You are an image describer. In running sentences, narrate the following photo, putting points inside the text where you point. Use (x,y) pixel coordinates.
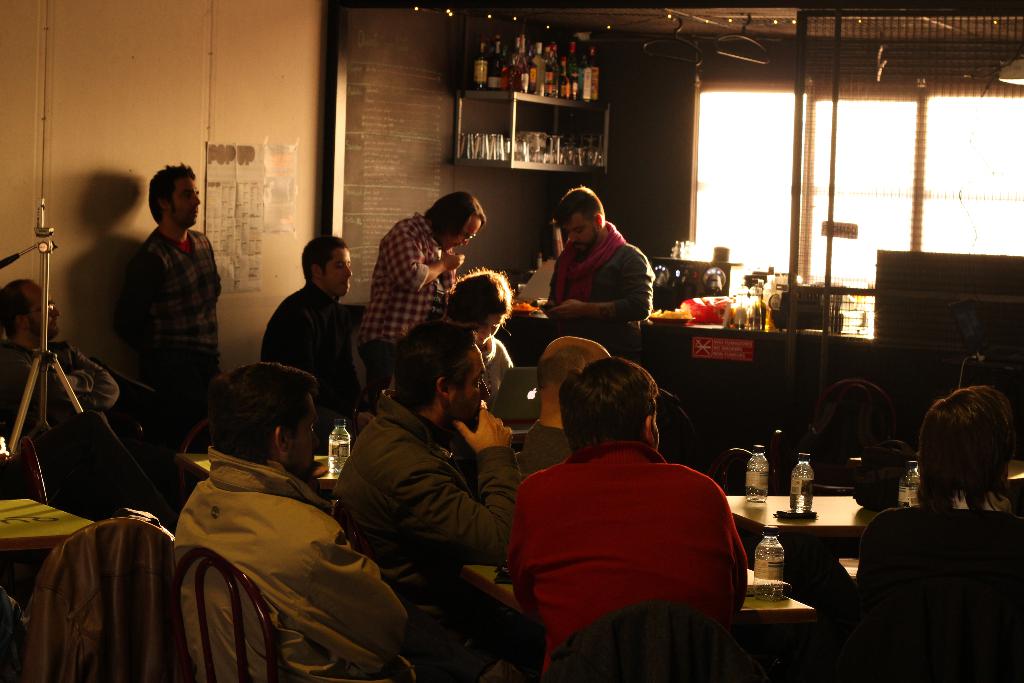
Here we can see some persons (541,537) are sitting on the chairs (216,648). This is table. On the table (816,496) there are bottles (803,485), plates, glasses (743,307), and food packets (695,303). This is wall (18,63) and there is a board (429,202). Here we can see a rack (511,148) and there are glasses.
